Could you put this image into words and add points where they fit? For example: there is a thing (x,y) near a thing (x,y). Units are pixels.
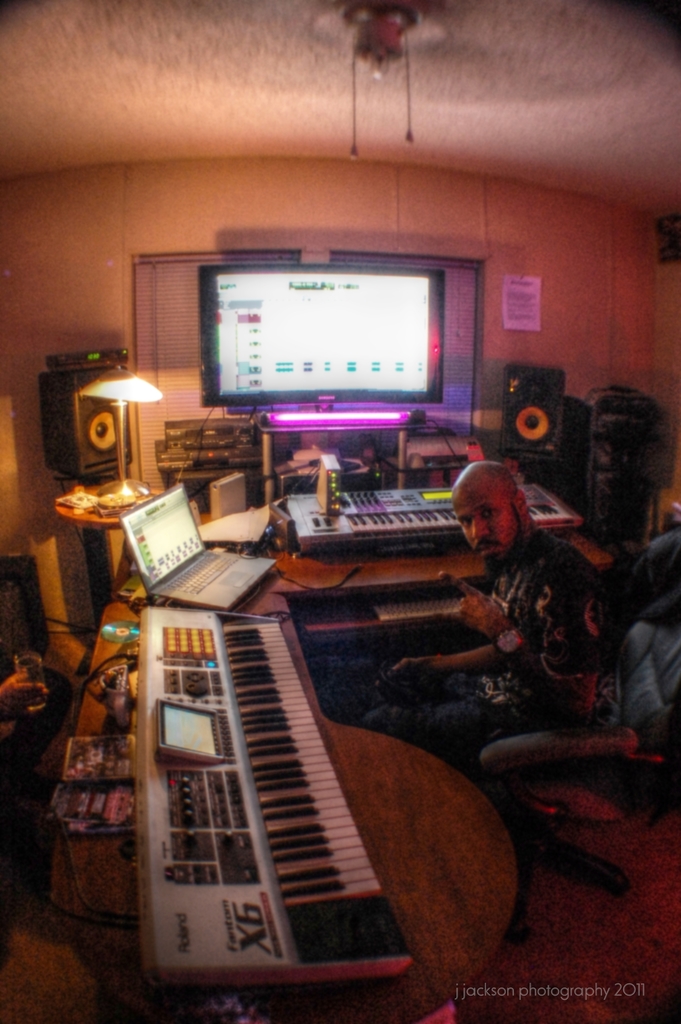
In this picture we can see few people (536,643) are seated on the chair (554,755) in the room (351,707) in front of them we can see key board (232,673), laptop (220,599), monitor (353,291), light (142,385) and sound system (105,410).
